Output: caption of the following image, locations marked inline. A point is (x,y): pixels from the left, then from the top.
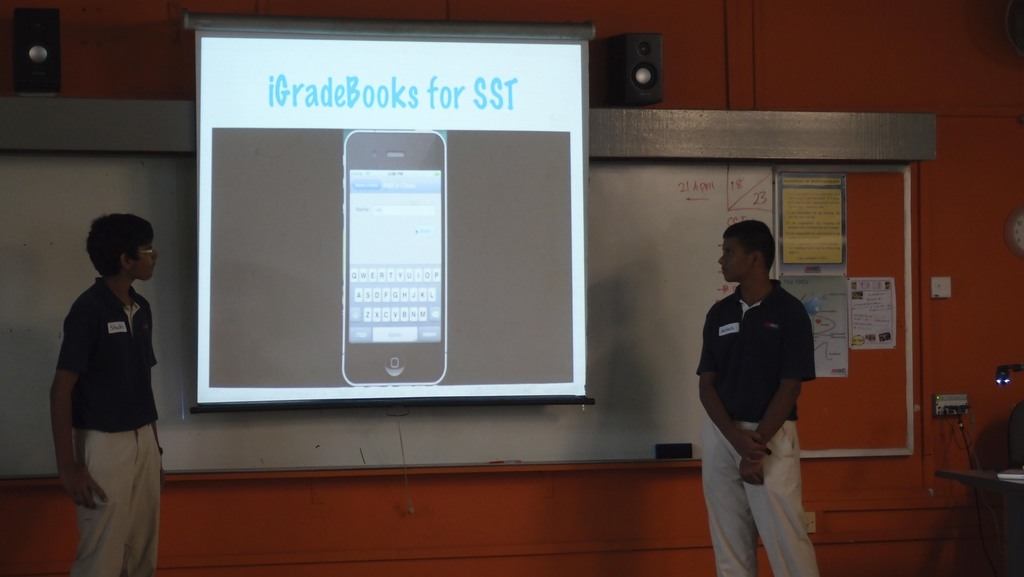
In this picture I can see 2 boys (763,310) who are standing in front (715,333) and I see that they're wearing same dress (704,343). In the center of this picture (427,240) I can see the projector screen (341,125), on which there is a depiction (381,163) of a phone (407,170) and above it I see few words (433,83) written. In the background (3,72) I can see the wall (970,38), on which there is a board (747,193) and I see few papers (815,183) on the right side of this image (851,226) and on the top of this picture (33,49) I can see the speakers (42,38).
